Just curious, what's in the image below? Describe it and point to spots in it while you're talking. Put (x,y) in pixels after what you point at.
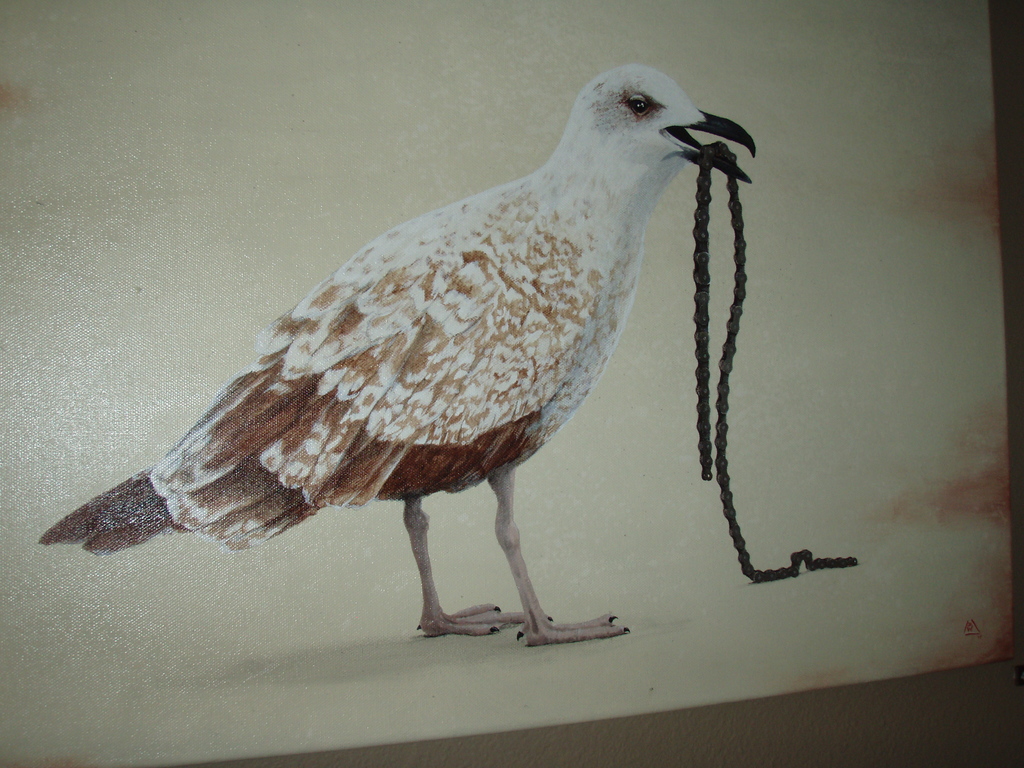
In this image, we can see a poster (396,316) with the image of a bird (646,130).
